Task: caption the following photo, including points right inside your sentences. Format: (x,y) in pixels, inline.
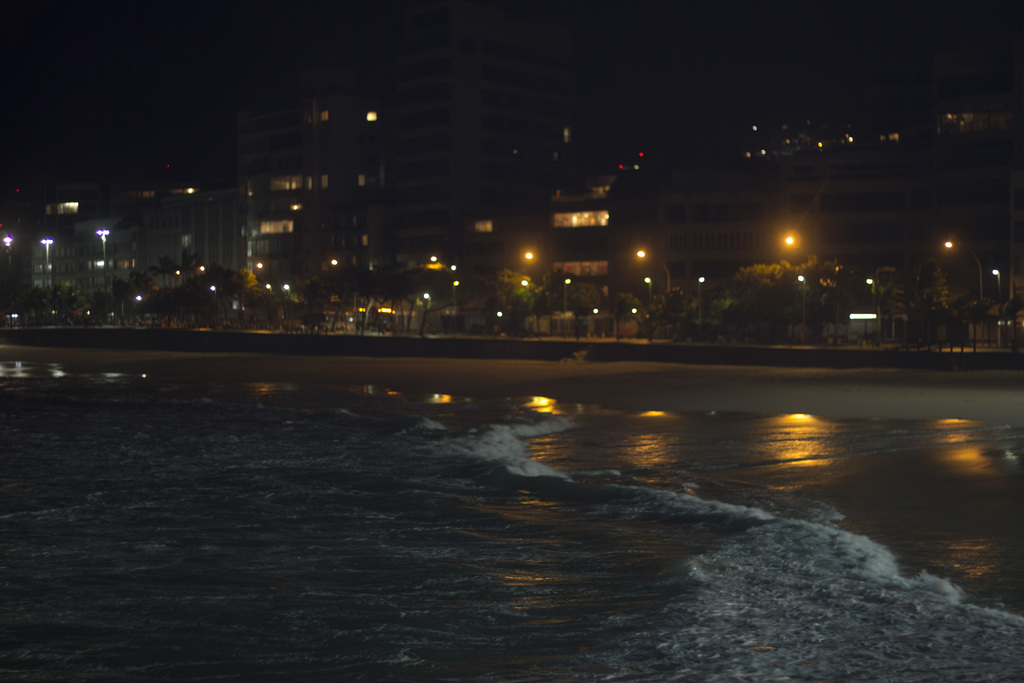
In the foreground of the image (416,535) we can see water body (424,525). In the middle of the image (447,296) we can see trees (46,289) and lights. On the top of the image (495,132) we can see the buildings (474,227).
